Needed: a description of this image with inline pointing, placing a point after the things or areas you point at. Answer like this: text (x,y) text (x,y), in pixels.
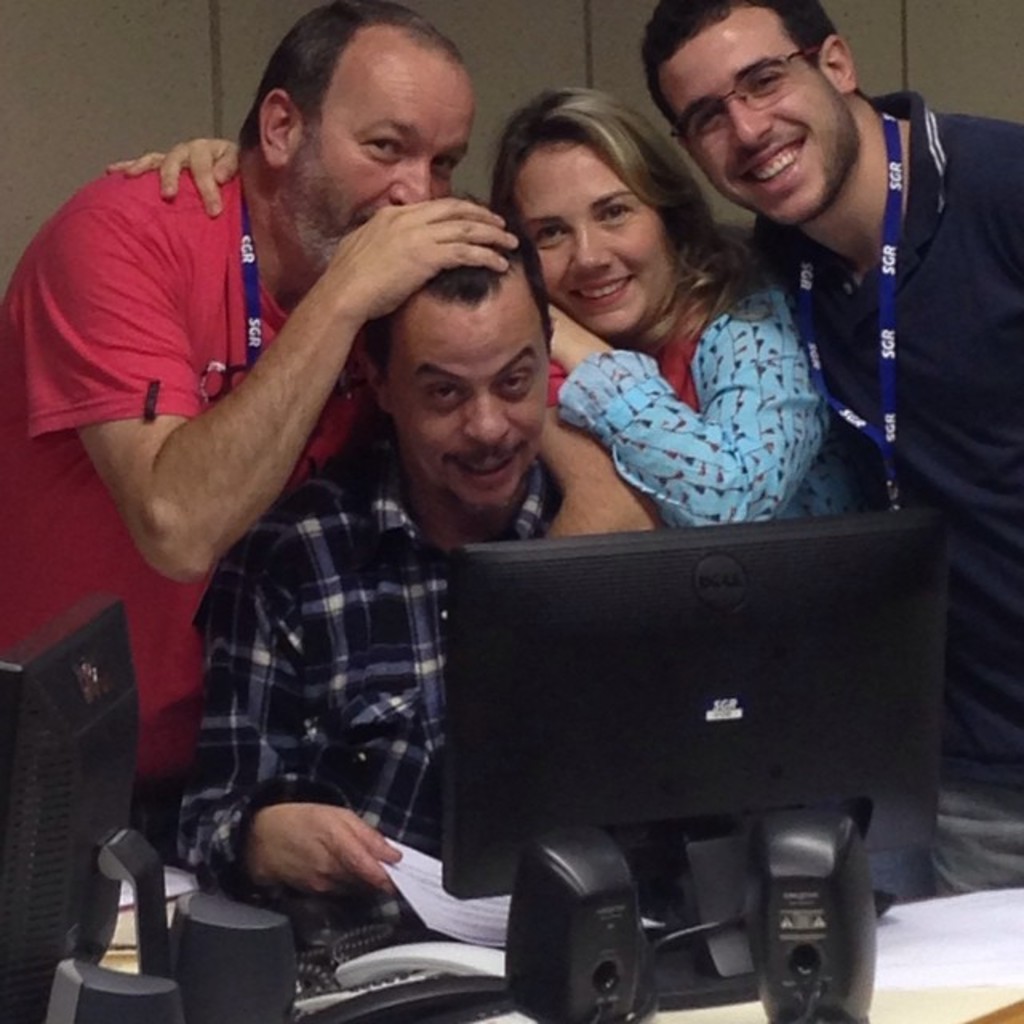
In this image I can see group of people (666,482) where three of them are men (737,25) and one is woman (543,200). I can also see two of them smiling. I can also see one man (381,880) is holding a paper (424,876) and he is sitting next to this monitor (627,657) and I can also see another monitor (123,685) over here.
